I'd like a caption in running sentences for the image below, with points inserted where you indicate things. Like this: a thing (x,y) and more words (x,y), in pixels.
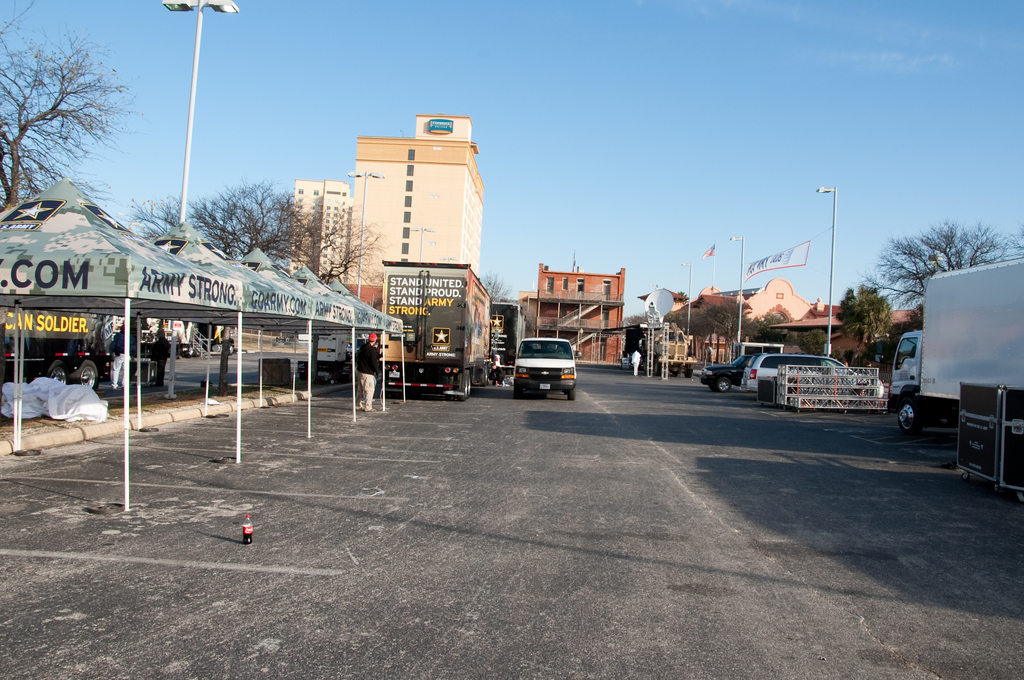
In this image there are vehicles (517,379), buildings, poles (353,371), trees (918,250) and there are tents (312,309) with some text (271,290) written on it and there are persons (357,355) standing and there is a bottle (247,529) on the road (239,541) which is in the front (239,537).
